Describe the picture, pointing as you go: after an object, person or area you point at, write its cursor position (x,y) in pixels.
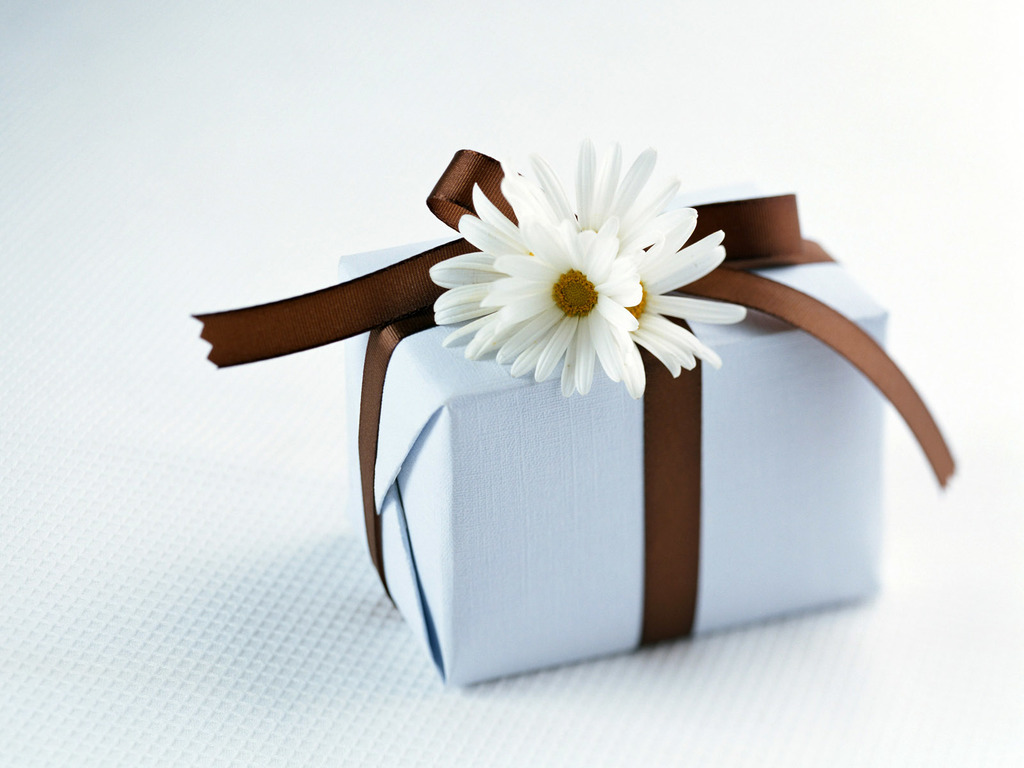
There is a white gift box (438,409) wrapped with a brown ribbon (270,313) and there are white flowers (454,276) on it. There is a white background (231,64).
